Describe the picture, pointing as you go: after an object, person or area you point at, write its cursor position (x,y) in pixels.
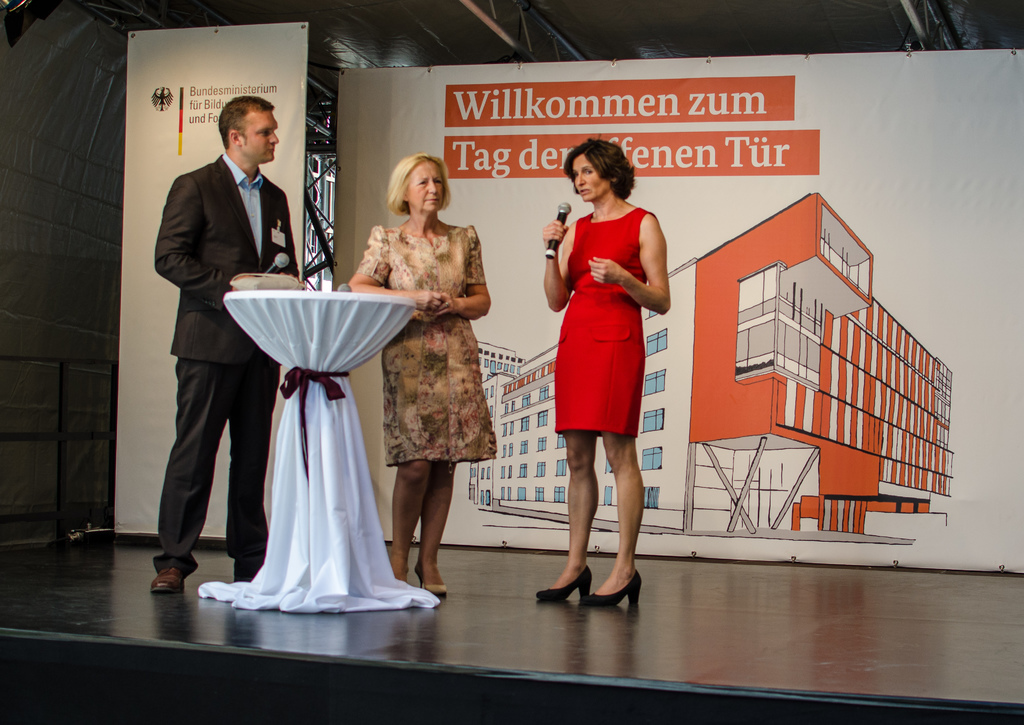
In this image I can see three people (213,192) with different color dresses (242,225). I can see two people (234,245) holding the mics (276,267). There is a stand (335,328) covered with white color cloth (315,325) and it is in-front of these people (266,254). In the background (485,129) I can see the banner (535,150).
